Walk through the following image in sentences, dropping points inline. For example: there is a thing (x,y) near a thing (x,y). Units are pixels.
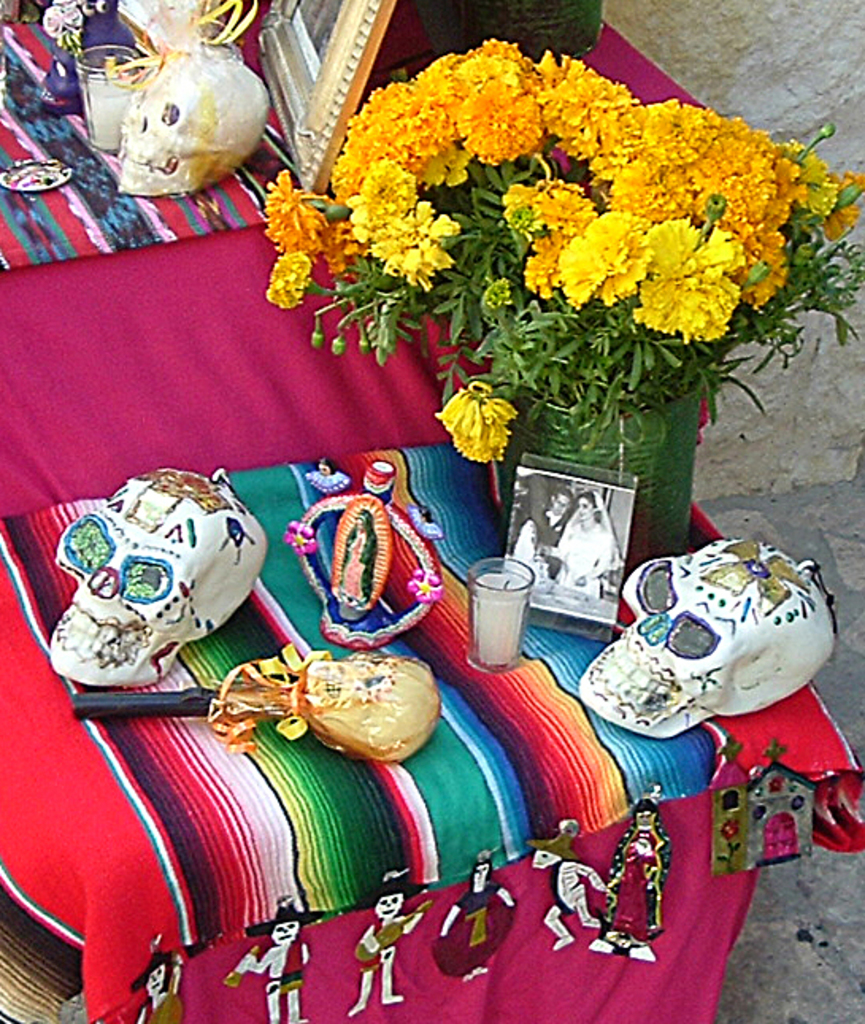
In this image, we can see two white color skulls (184,638), there is a photo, there is a green color plant (542,327), we can see some yellow color flowers (620,250).
